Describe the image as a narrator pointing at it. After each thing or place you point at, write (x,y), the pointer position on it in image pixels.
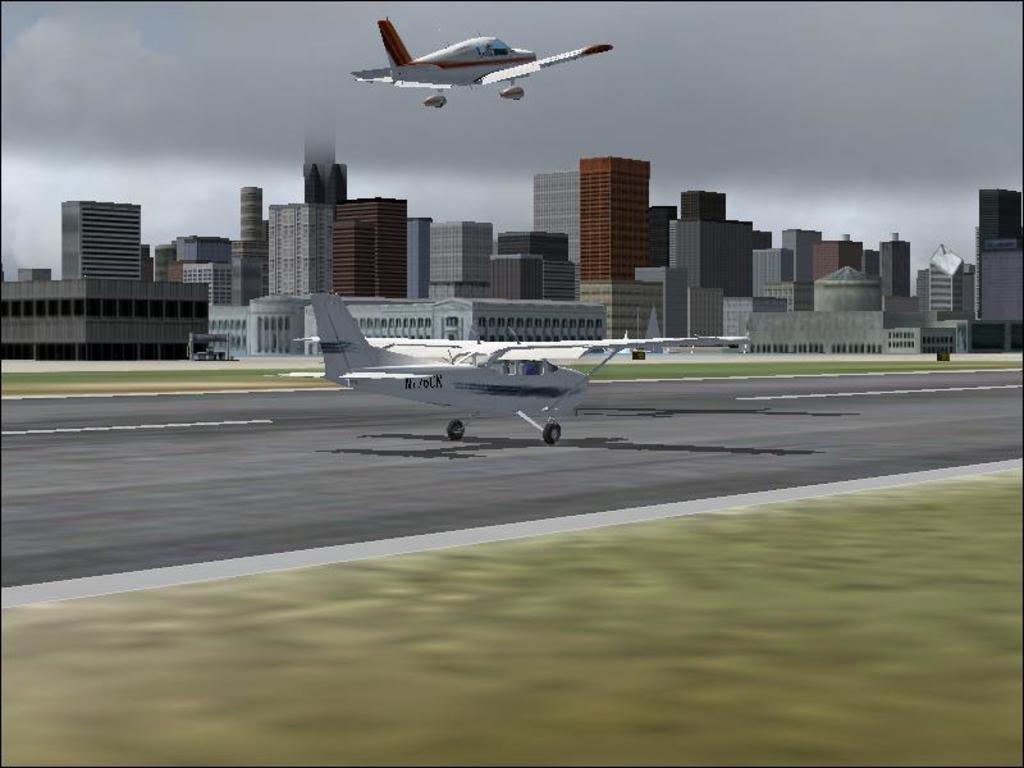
This is an animated image. In the background of the image (358,202) there are buildings (342,259). There are two aeroplanes (330,362). At the bottom of the image (388,517) there is road (176,528). There is grass (496,618). At the top of the image (809,64) there is sky (253,58).
